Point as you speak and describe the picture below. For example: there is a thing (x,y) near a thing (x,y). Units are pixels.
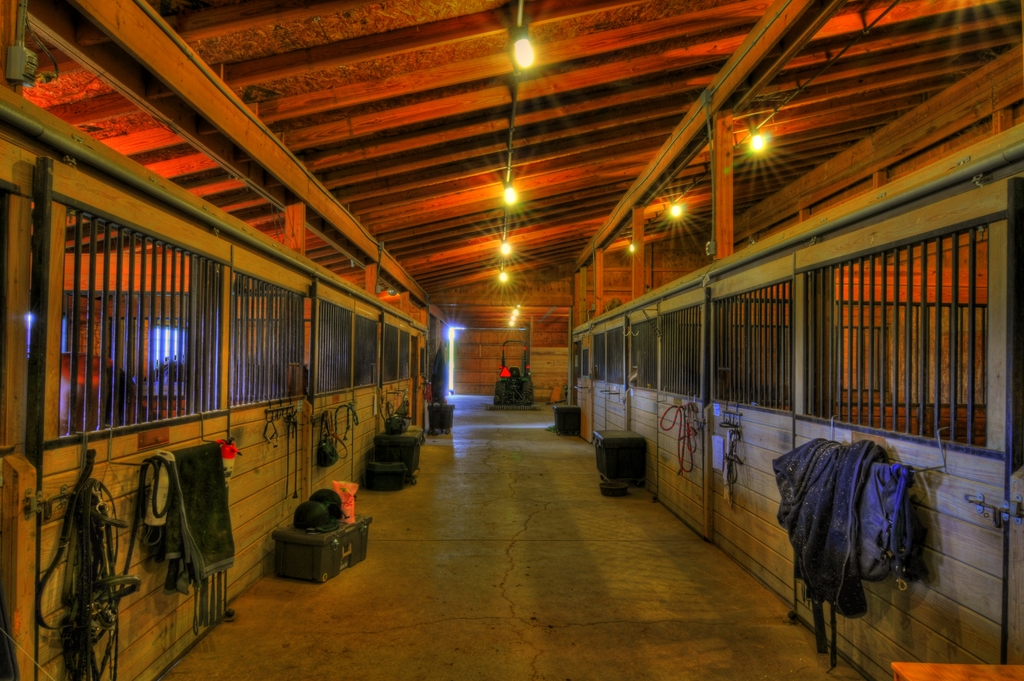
In this image there is floor (515,506) towards the bottom of the image (544,521), there is an object (440,432) on the floor (518,527), there is an object (936,674) towards the bottom of the image (979,676), there are wooden walls (707,415), there are objects (822,496) on the wooden walls (303,490), there is the roof (351,109) towards the top of the image (578,64), there are lights (507,247) on the roof (548,145).
